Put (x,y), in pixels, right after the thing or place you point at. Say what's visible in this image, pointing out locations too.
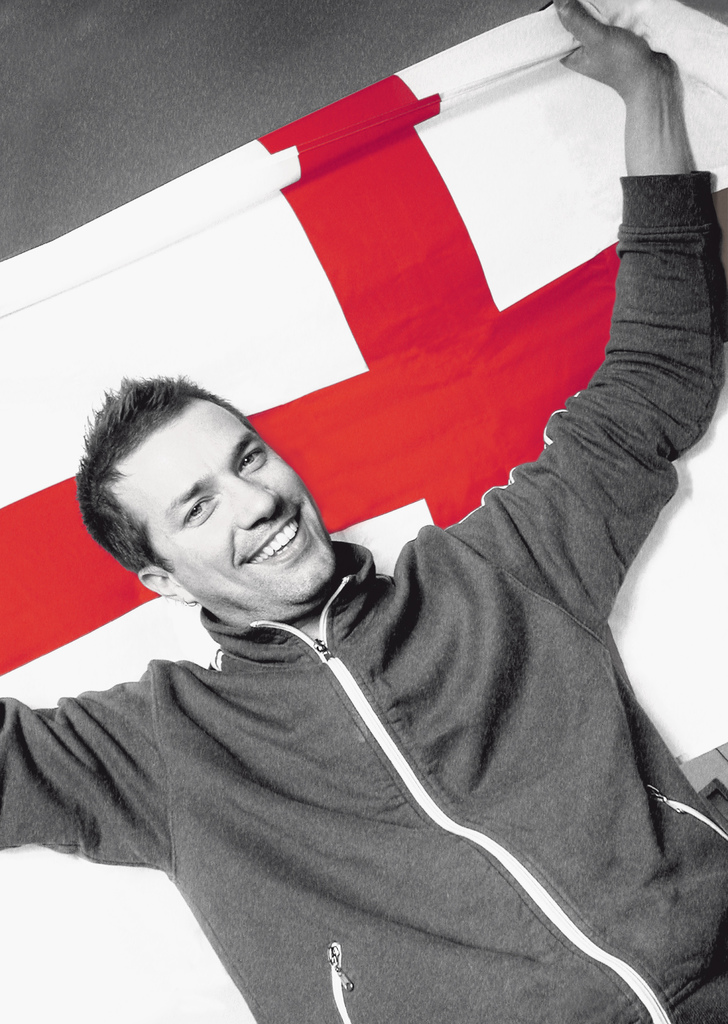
This image is taken indoors. In the background (167,108) there is a wall (213,129). In the middle of the image (416,592) a man (297,813) is standing and he is holding a flag (538,198) in his hands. He is with a smiling face (263,579).
